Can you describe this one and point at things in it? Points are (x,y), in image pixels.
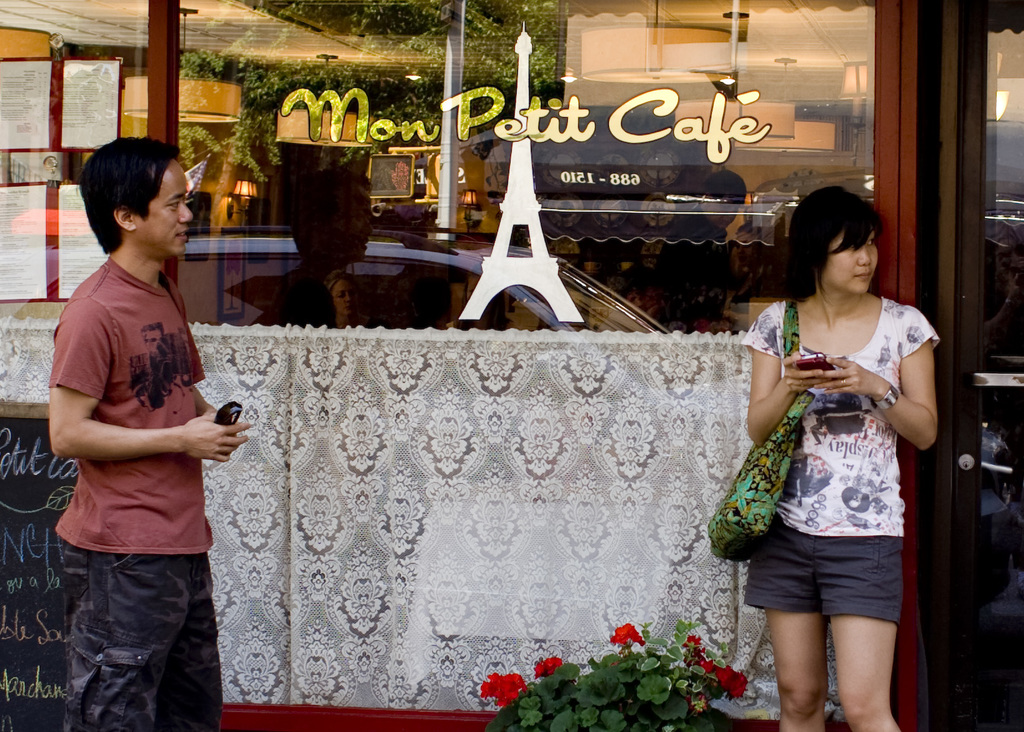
In the image we can see there are people (863,305) standing and they are holding mobile phones (812,362) in their hand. Behind there is glass window (534,314) and there is a picture (476,292) of eiffel tower (504,276). There are flowers (697,655) on the plants (654,654).
